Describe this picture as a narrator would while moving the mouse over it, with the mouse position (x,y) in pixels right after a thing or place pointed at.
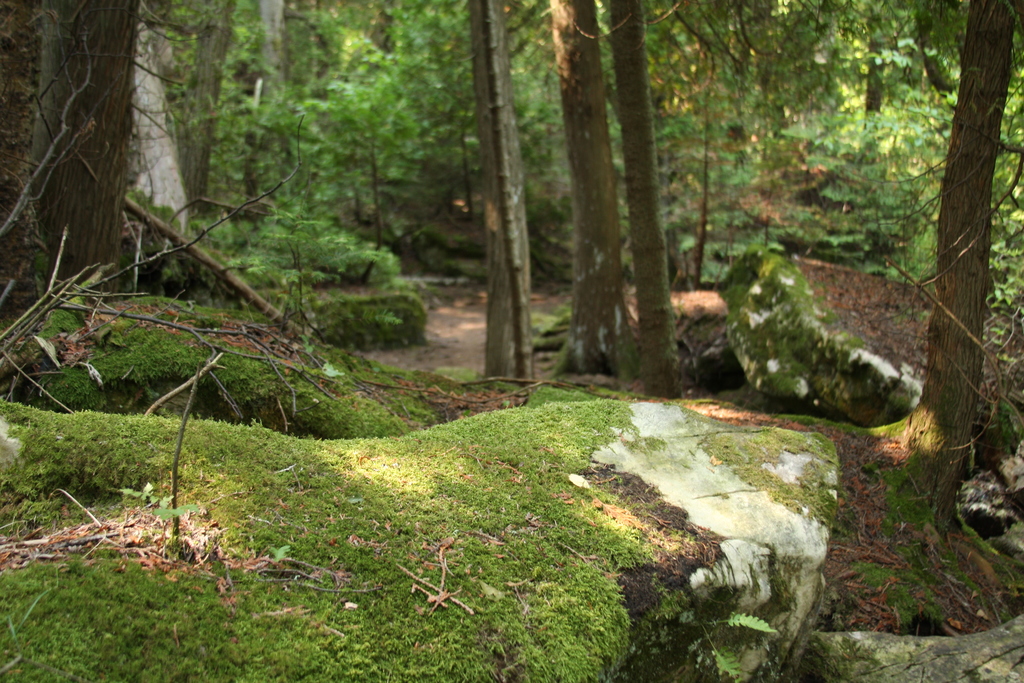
We can see some mosses (408,441) and plants (704,151). Also there are some sticks (62,248). In the background (399,120) there are trees (600,154).
